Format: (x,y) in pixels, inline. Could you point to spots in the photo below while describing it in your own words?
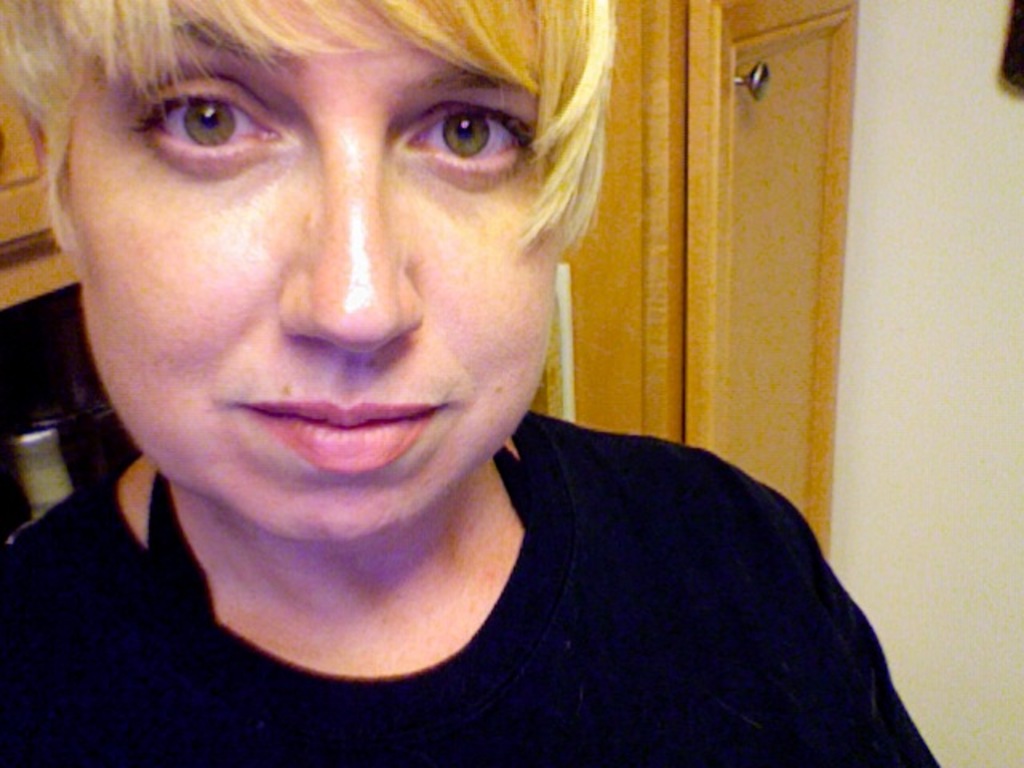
A woman (279,373) is looking at this side, she wore black color t-shirt (605,680). On the right side (810,181) there is a door (710,400).
